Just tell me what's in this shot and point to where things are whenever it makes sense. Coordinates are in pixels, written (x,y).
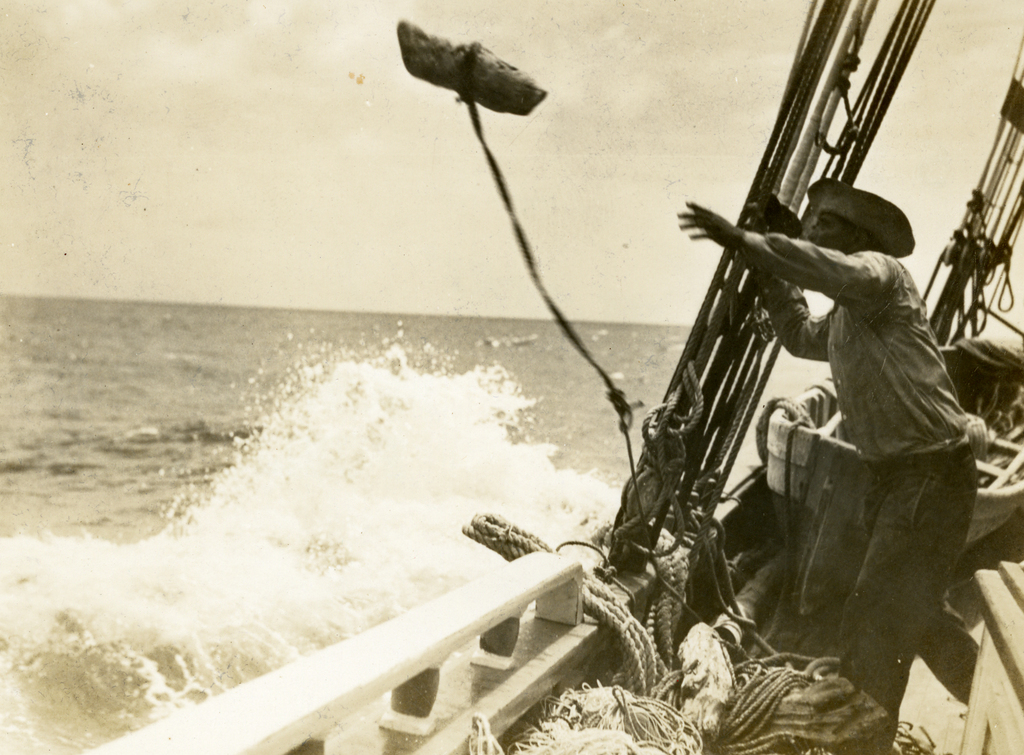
In this image I can see a man (874,479) is standing. I can see he is wearing a hat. I can also see few ropes (705,336), water (424,506), a boat (999,656) and I can see this image is brown and white in colour.
